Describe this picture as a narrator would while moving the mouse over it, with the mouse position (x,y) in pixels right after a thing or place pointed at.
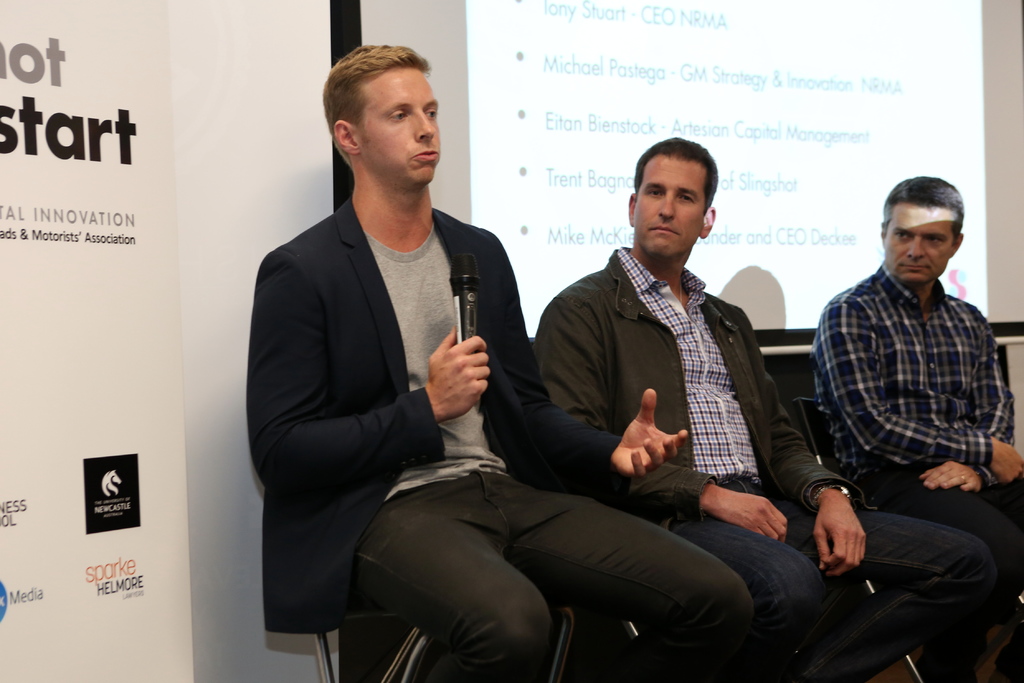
In this image, there are three men (519,484) sitting on the chairs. Behind these men (602,446), I can see a projector screen (509,197). On the left side of the image (64,559), there is a board (74,511).
